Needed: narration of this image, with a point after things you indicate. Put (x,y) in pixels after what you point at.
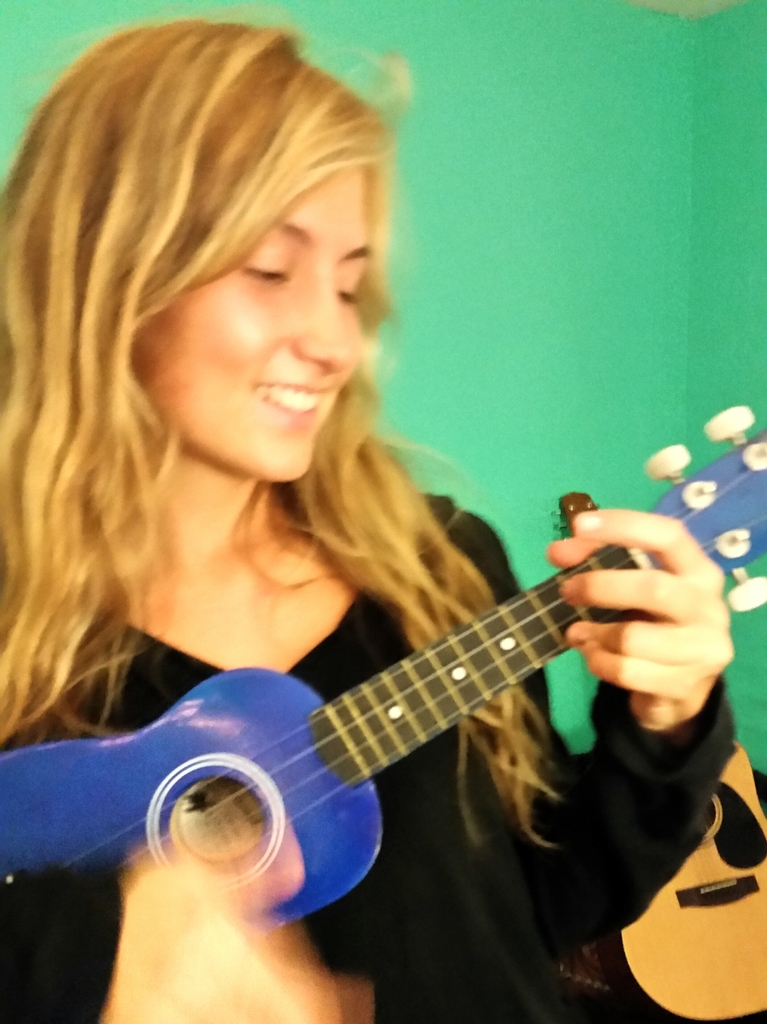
This is the picture of a lady (643,614) who is wearing a black shirt (149,718) and holding a guitar (313,853) and playing it and behind her there is an other guitar (561,508).
